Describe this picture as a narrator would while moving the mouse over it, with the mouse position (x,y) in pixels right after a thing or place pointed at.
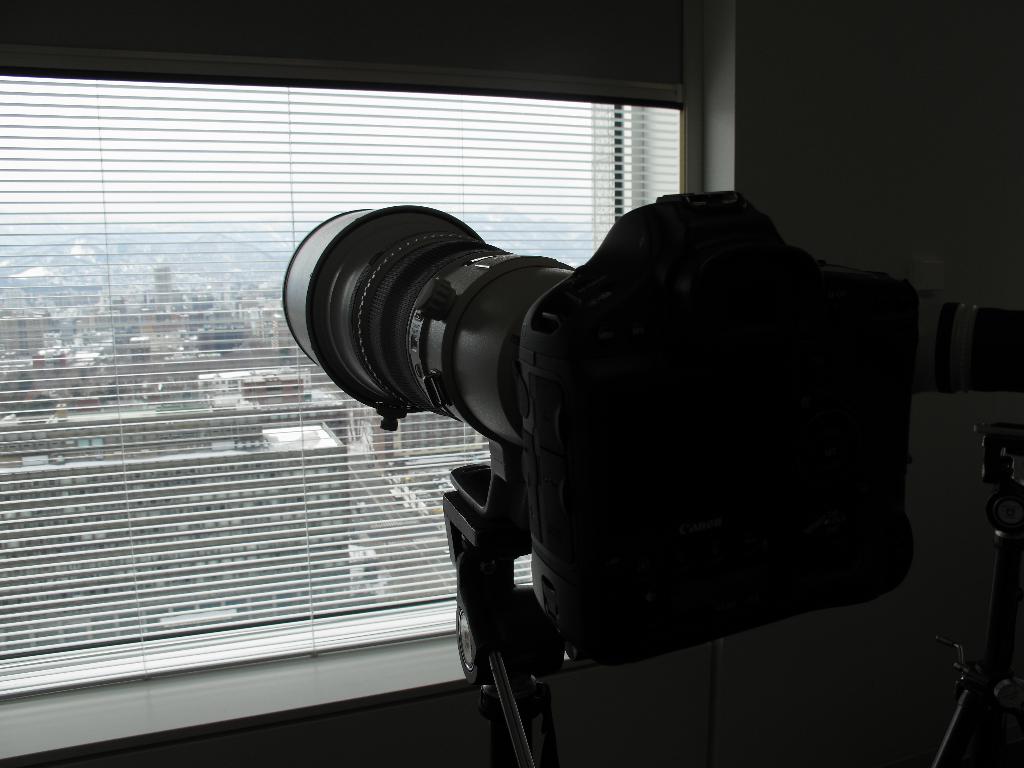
In this picture there is a camera (367,343) in the center of the image (421,337) in front of a window (262,262) and there are buildings (77,406) outside the window (213,321).
